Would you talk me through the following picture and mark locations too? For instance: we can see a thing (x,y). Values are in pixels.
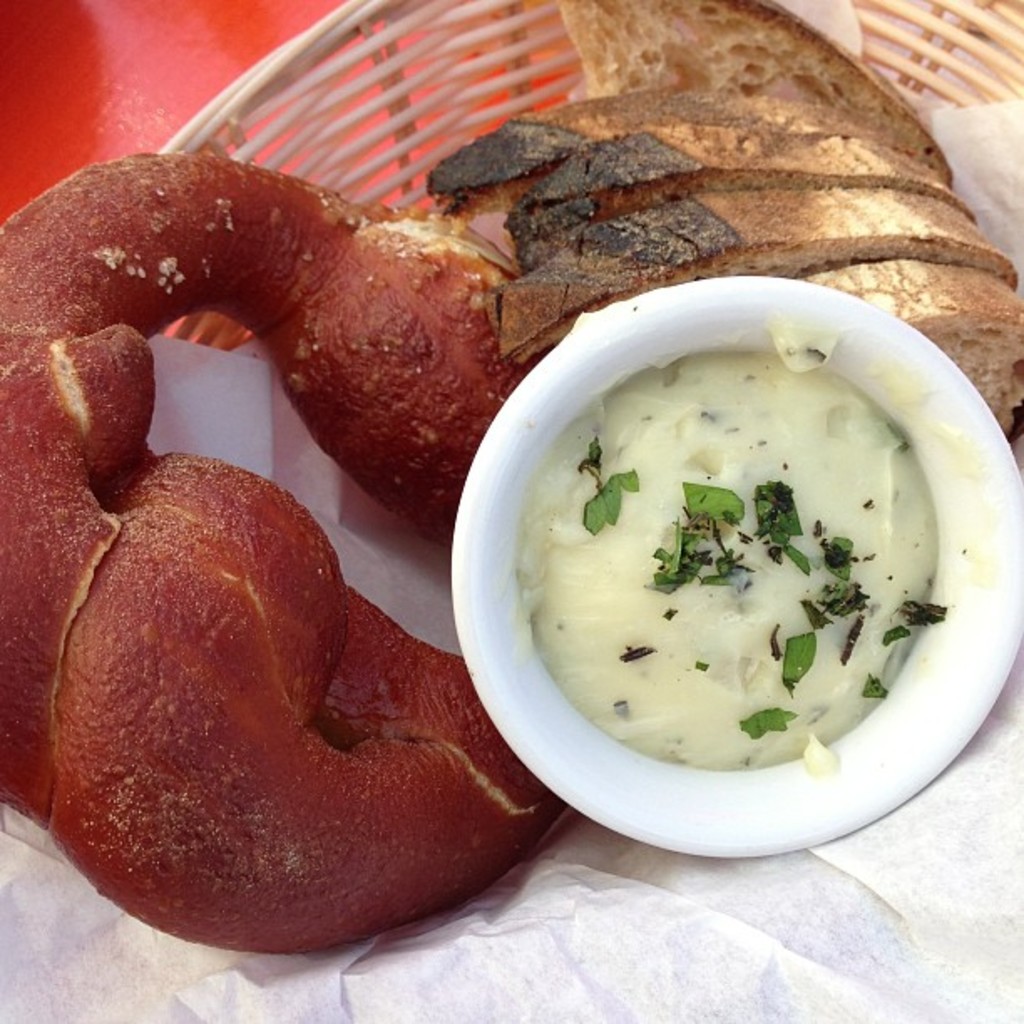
In this image we can see food items (574,320) in a basket (237,159). At the bottom of the image (426,955) there is tissue (671,937).
